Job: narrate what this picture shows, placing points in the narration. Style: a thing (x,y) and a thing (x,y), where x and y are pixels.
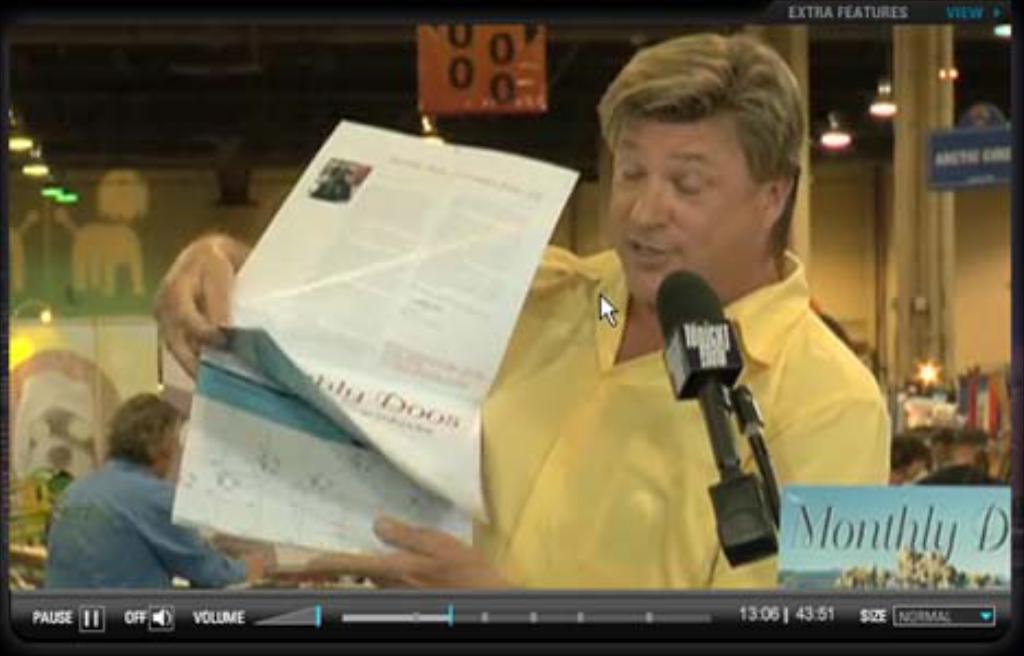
In the picture we can see a video screen (1001,519) with a man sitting and holding a newspaper (262,466) and behind him we can see a man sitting and to the ceiling (173,143) we can see the lights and a pillar (912,375).
